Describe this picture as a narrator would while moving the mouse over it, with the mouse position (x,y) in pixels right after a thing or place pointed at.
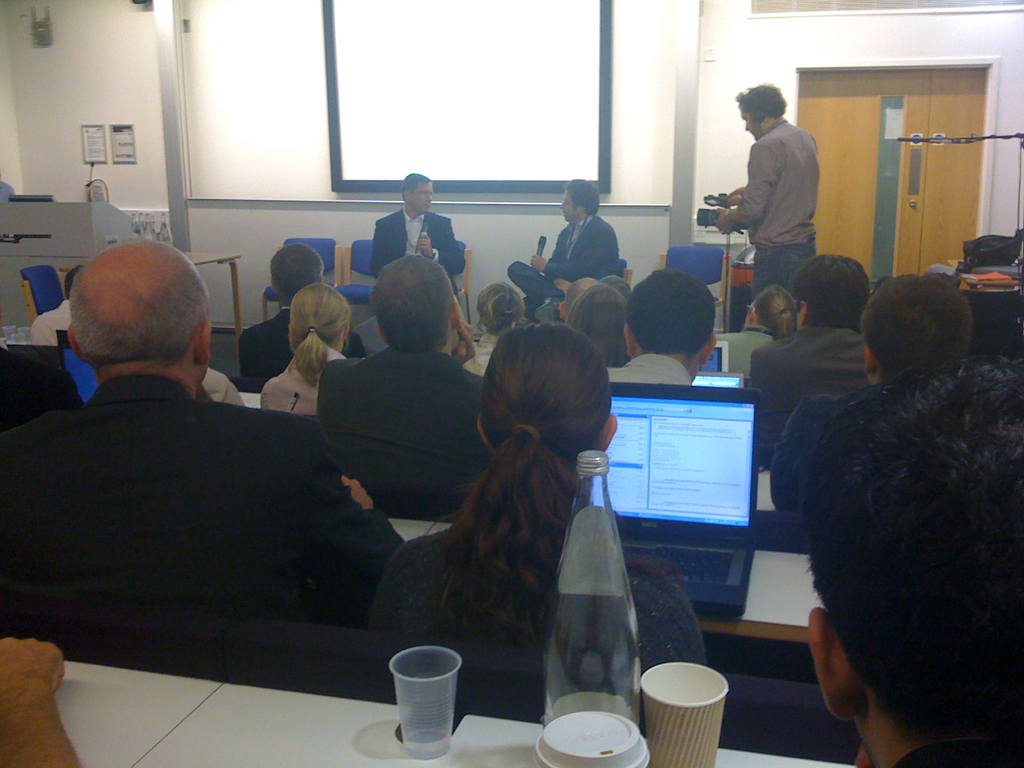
This is the picture of a room (1007,133). In the foreground (608,347) there are group of people (338,410) sitting and there are laptops (688,506), glasses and there is a bottle (581,710) on the table (208,712). At the back (720,201) there are two persons (563,254) sitting and holding the microphones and there is a person (795,194) standing and holding the camera (713,220). At the back (955,231) there is a door (956,193) and screen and there are chairs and there is a table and there are boards (212,181) on the wall (131,193).
